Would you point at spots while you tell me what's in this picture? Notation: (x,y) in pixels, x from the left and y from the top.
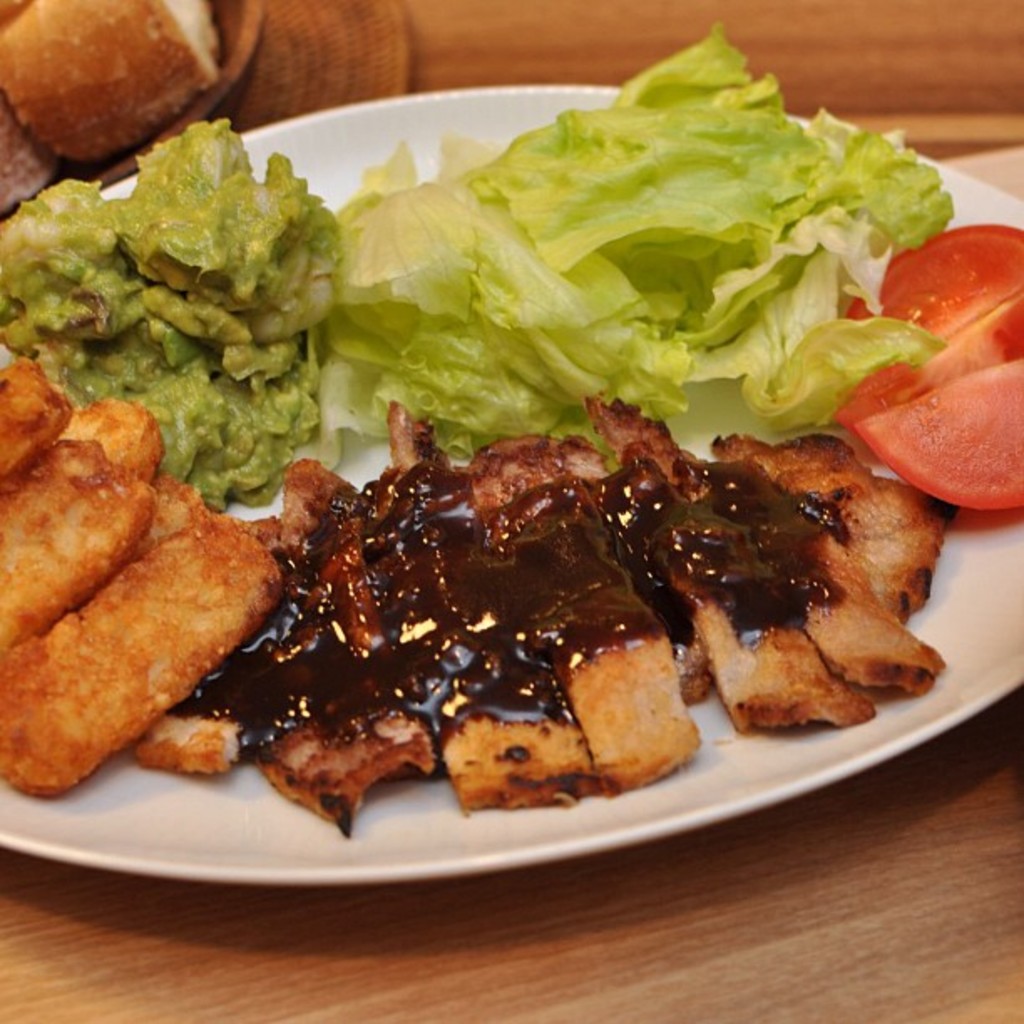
In this image we can see the food items (442,399) present in the plate (129,818) which is on the table (591,58). In the background (232,44), we can see another plate (252,56) with the food items (207,74).
